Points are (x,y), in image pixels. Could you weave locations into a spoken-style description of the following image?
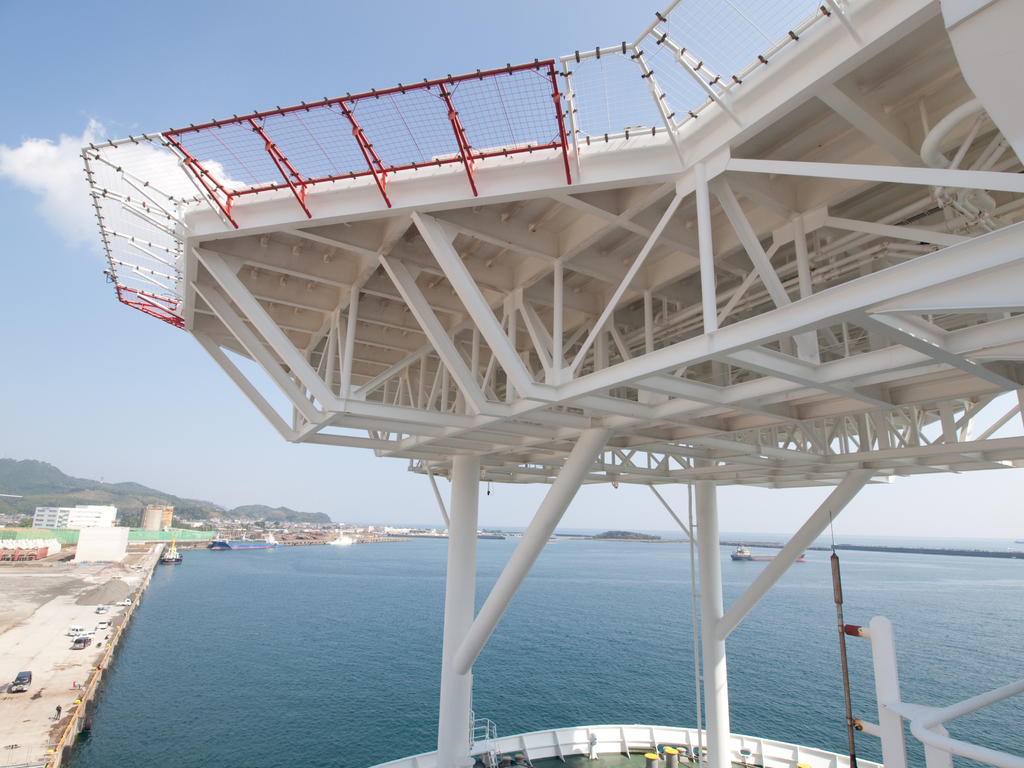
In this picture we can see a boat deck (654,739) and poles (714,567) and in the background (560,675) we can see water (296,644), boats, mountains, sky (989,526) and some objects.
